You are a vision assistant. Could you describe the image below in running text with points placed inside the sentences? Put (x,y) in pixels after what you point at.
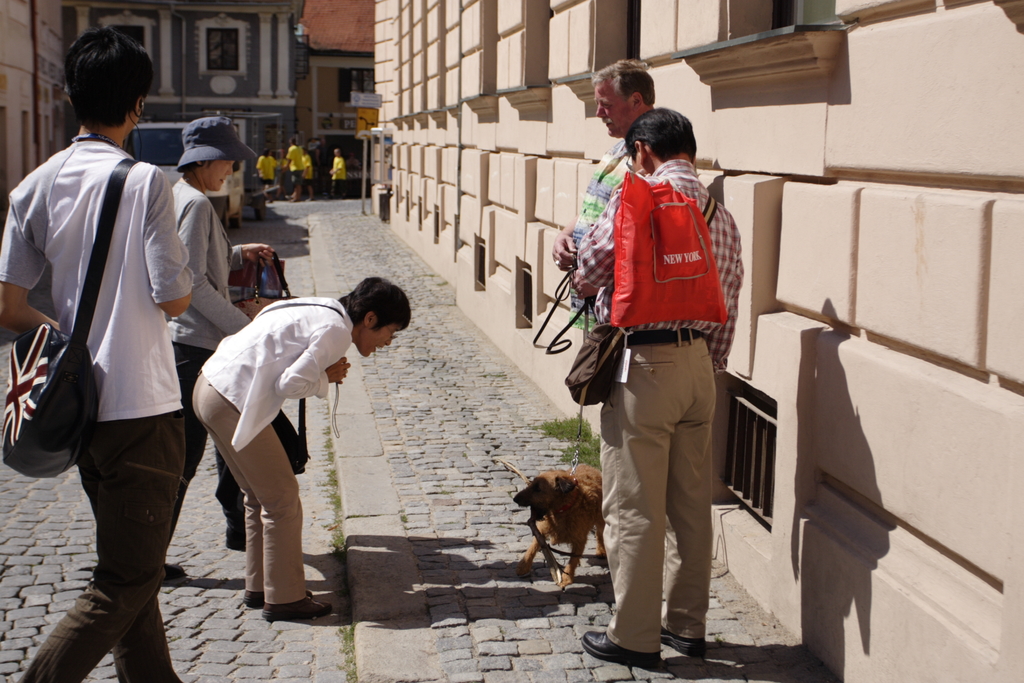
This image is clicked outside. There is building (531,225) in the right side (806,331) and the left side (234,99). There are people (82,268) standing, there is a dog (572,544) in the middle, there is a person (663,450) on the right side (702,280) who is holding red color cover (670,273). There are some people (298,178) in the back side (333,169) who are wearing yellow color dress (265,159). The people (203,204) who are on the left side (322,313) are wearing white dress (298,332).
